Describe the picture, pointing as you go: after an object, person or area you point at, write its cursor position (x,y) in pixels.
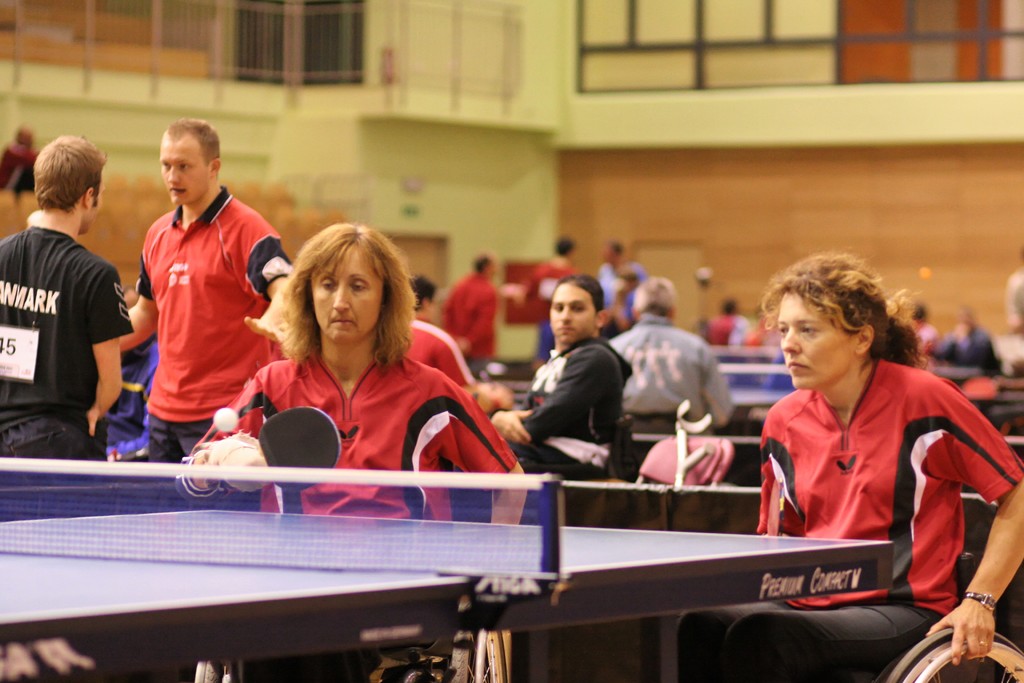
In this image, there are group of people (412,455) sitting on the wheelchair (909,681) and playing table tennis. In the background (379,204), there is a building (169,70) of yellow-green and brown in color. This image is taken during day time in play court area (221,589).
